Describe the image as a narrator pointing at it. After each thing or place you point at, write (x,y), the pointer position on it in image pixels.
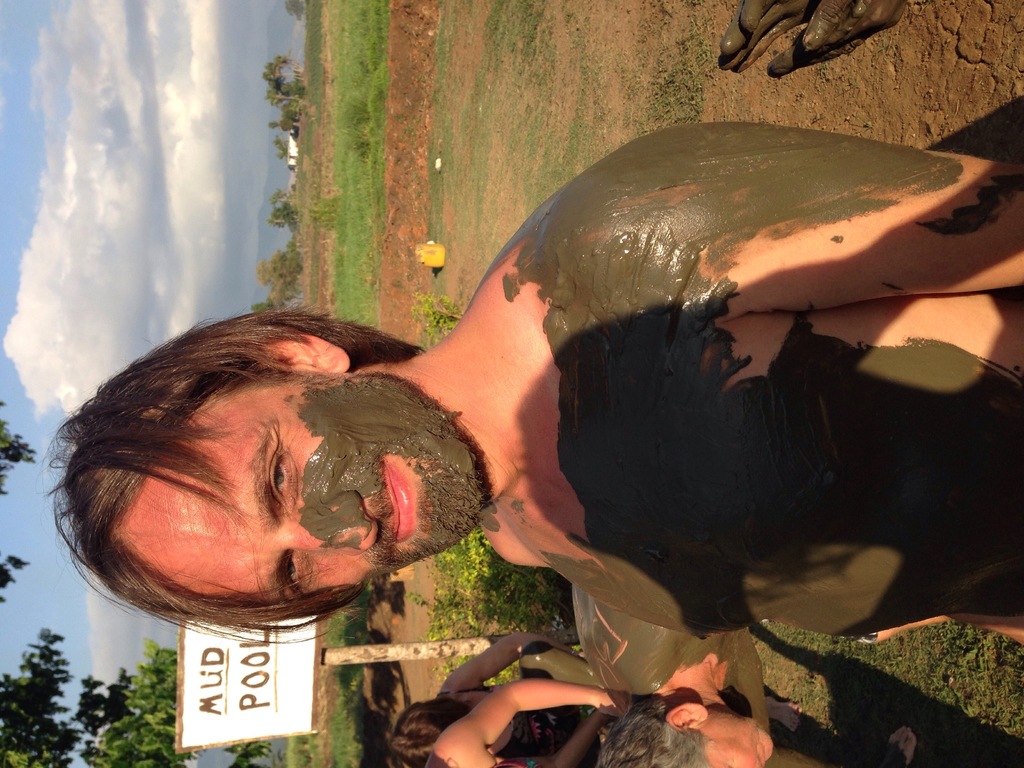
In this picture we can see a man (423,470) smiling. At the back of him we can see some people (689,760), grass (551,164) and a name board (250,649). In the background (98,306) we can see trees (169,701) and the sky (129,172) with clouds (135,220).
